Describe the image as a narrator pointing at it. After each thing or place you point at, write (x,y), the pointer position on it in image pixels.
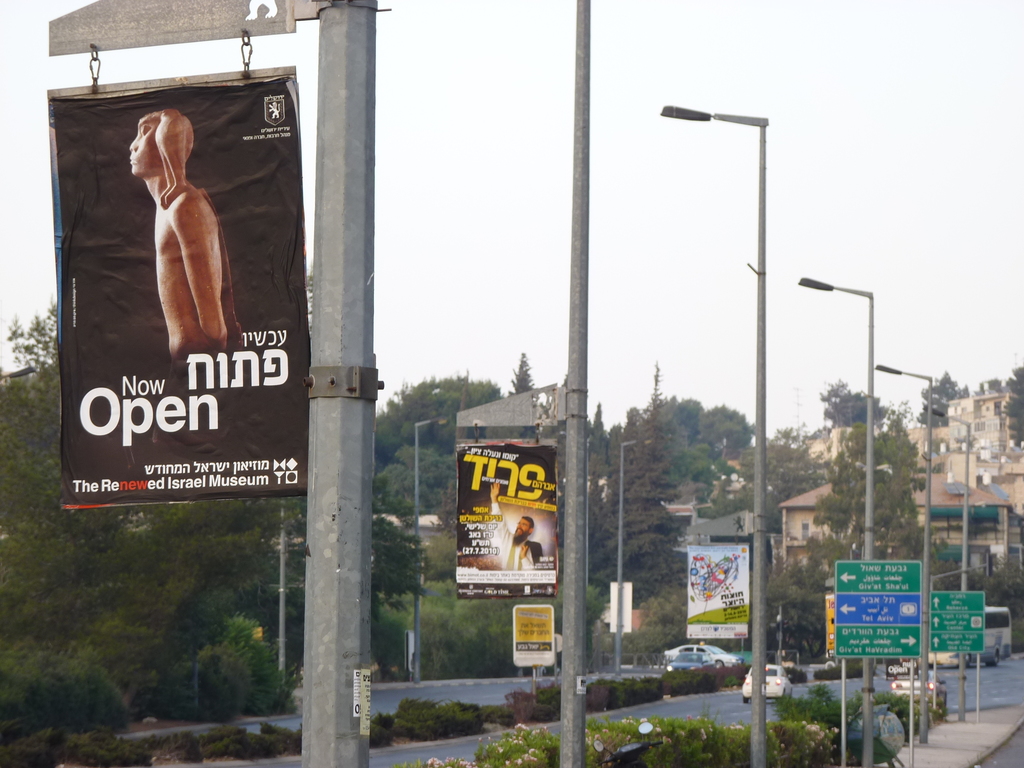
In this picture we can see there are poles (338,288) with banners (505,497), lights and directional boards (865,617). On the left side of the poles (871,754) there are plants (480,718) and some vehicles (714,653) on the road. Behind the vehicles (731,660) there are trees (658,516), buildings (1002,439) and the sky (851,170).
